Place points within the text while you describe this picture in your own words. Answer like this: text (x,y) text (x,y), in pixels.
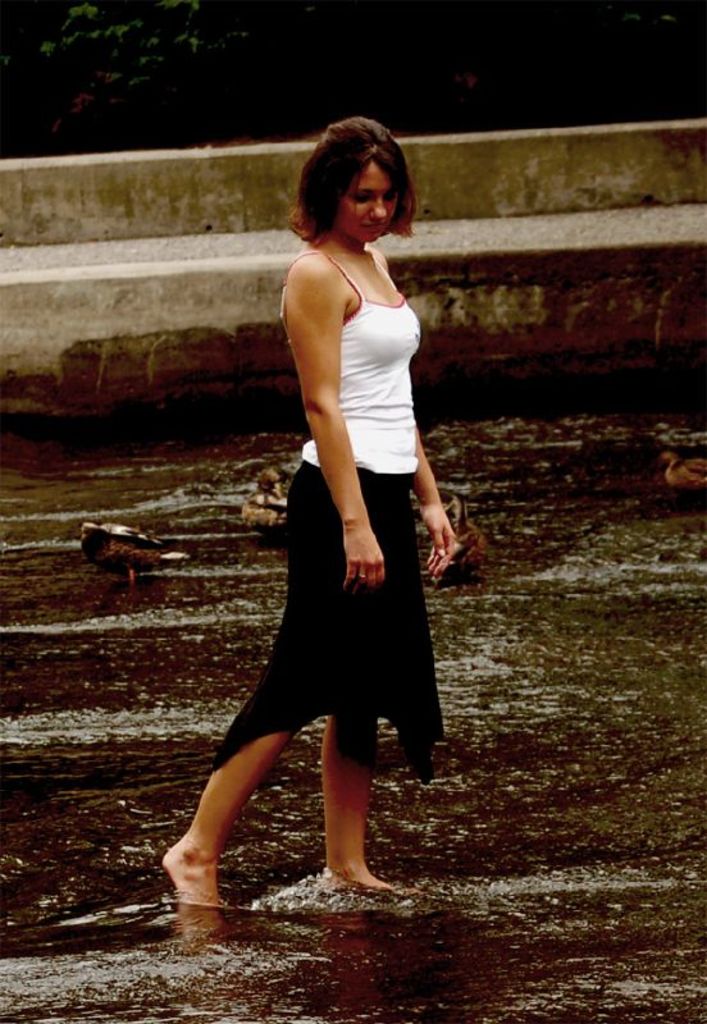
In the image there is a lady (324,608) standing on the water (246,871). And also there are few birds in the water (470,817). Behind them there is a small wall (624,247).
